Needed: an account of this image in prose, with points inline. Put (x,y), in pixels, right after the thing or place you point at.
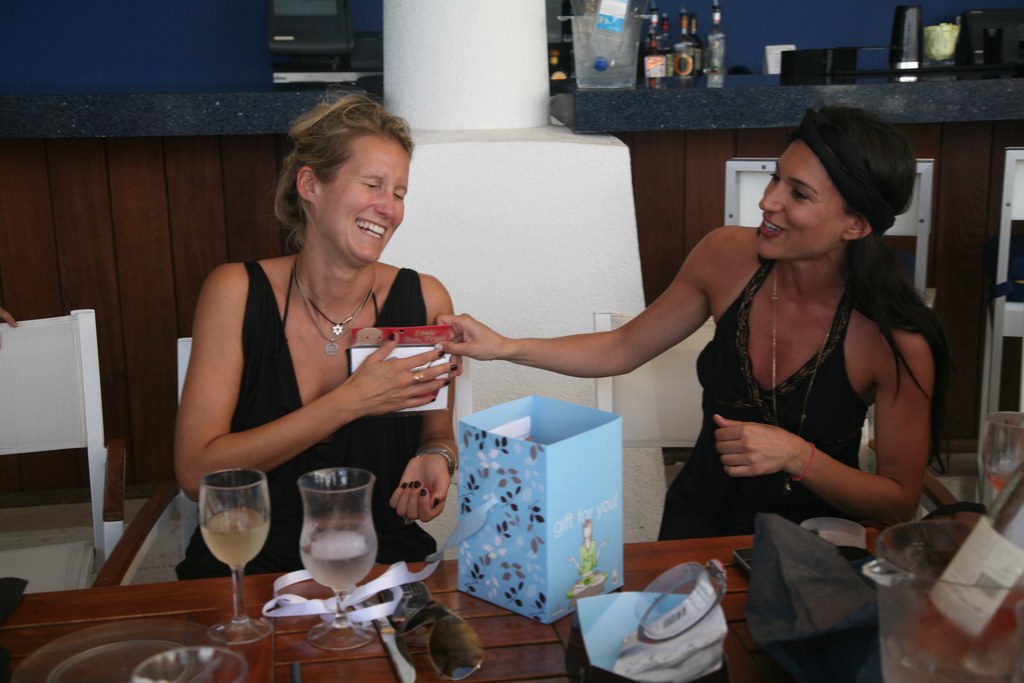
In the picture we can see two women (753,400) are sitting near the table (126,601), and they are in black tops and necklace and they are laughing and one woman (918,424) is giving some card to another woman (287,334) and on the table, we can see two glasses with drink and a blue color gift box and some items (170,674) on the table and in the background (185,163) we can see a pillar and desk (199,163) with some wine bottles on it.
